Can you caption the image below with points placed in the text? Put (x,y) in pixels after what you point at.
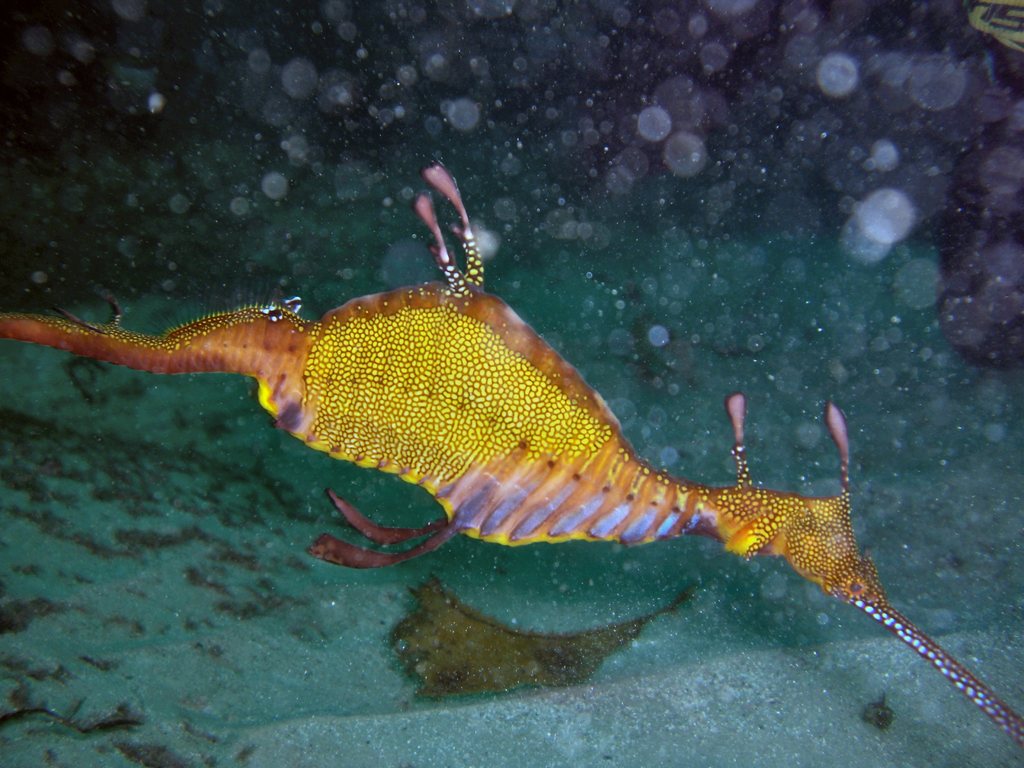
In this image, we can see a sea dragon (548,391) in the water (314,220).
